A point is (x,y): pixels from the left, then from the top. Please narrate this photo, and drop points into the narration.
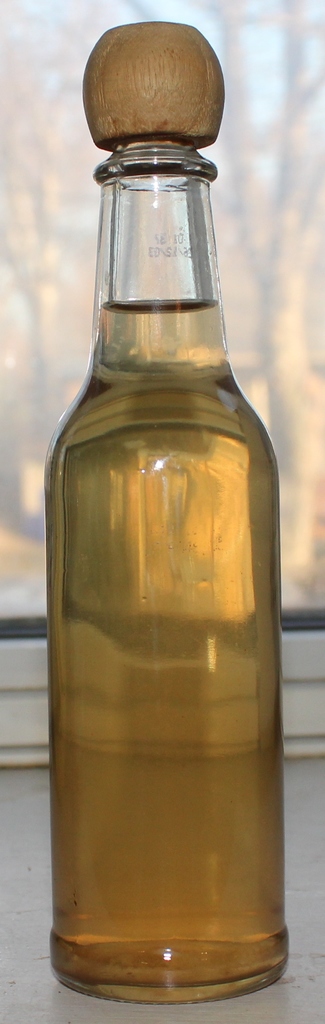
In center (176,529) we can see the bottle (173,664), some liquid (170,667) into it.
